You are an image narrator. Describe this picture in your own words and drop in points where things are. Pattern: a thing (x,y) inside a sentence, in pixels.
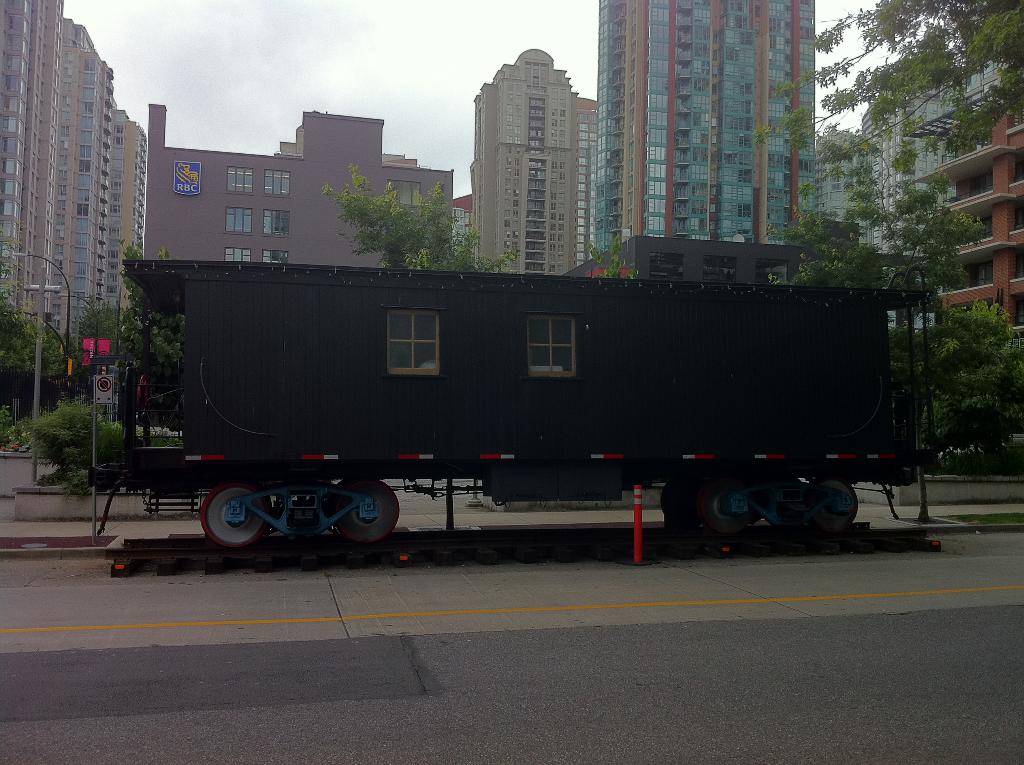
In this image I can see a train (350,479) on the railway track (281,558). Back I can see few buildings (643,173), windows (665,24), trees (130,297), light poles (62,335), signboards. The sky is in white color.
